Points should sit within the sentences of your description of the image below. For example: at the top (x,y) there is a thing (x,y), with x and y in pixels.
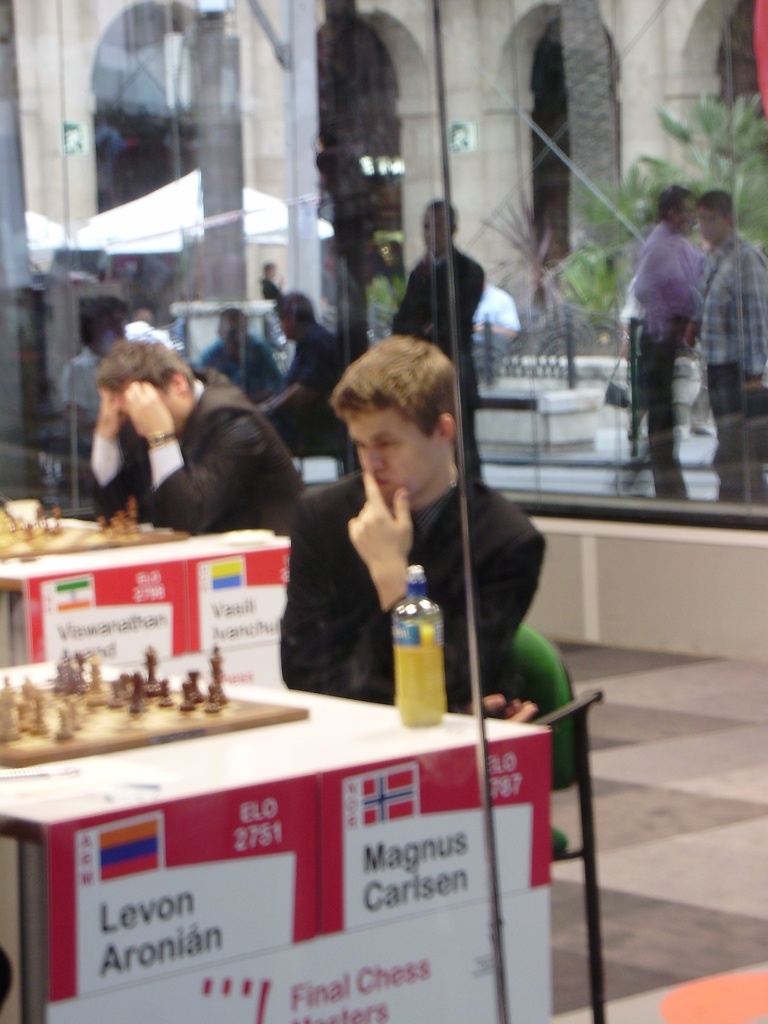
In this picture we can see there are two men (331,531) sitting. In front of the men (251,499), there are chess boards (171,696), chess pieces (67,731) and boards (64,606). Behind the transparent glass (227,340), there are people (220,367), trees (390,307), iron grilles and a building (487,175).
